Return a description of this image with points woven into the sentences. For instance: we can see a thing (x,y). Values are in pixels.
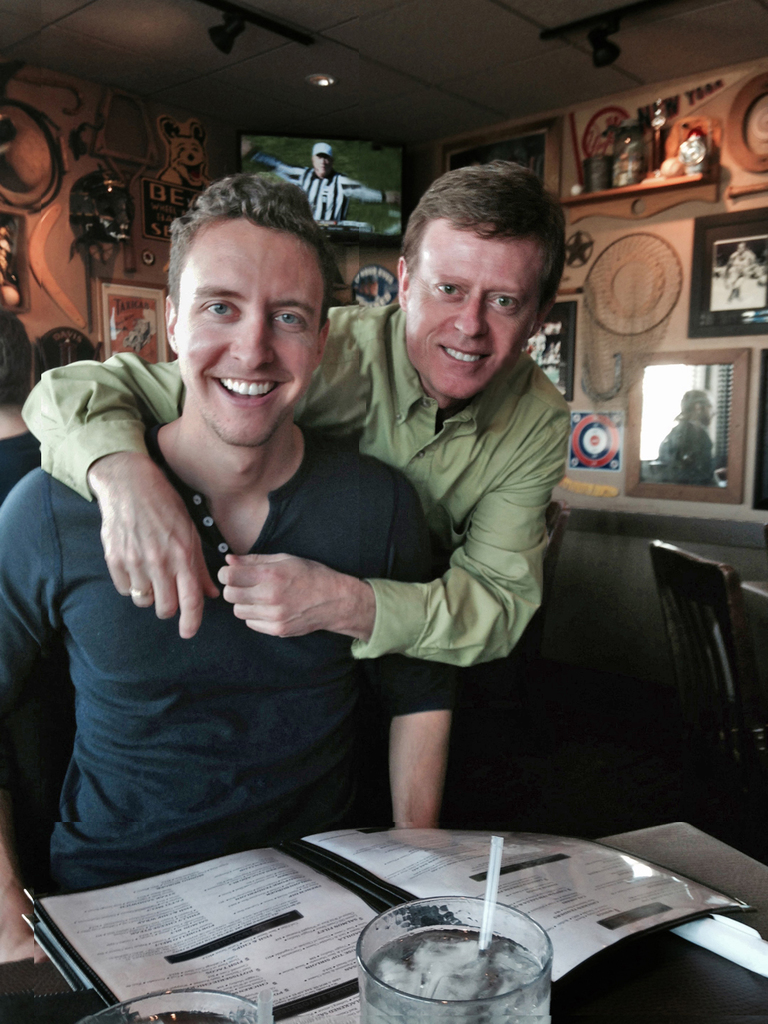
In this picture there is a man (283,645) sitting and smiling and there is a man (512,542) standing and smiling. In the foreground (504,842) there is a book (478,858) and there are glasses (438,933) on the table (716,1012). At the back (694,494) there are frames (17,228) and there is a mirror (682,419) and there is a screen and there are objects (381,273) on the wall (424,156) and there is a picture (308,210) of a man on the screen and there is a reflection (673,470) of a man (660,460) on the mirror (679,395). At the top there are lights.
